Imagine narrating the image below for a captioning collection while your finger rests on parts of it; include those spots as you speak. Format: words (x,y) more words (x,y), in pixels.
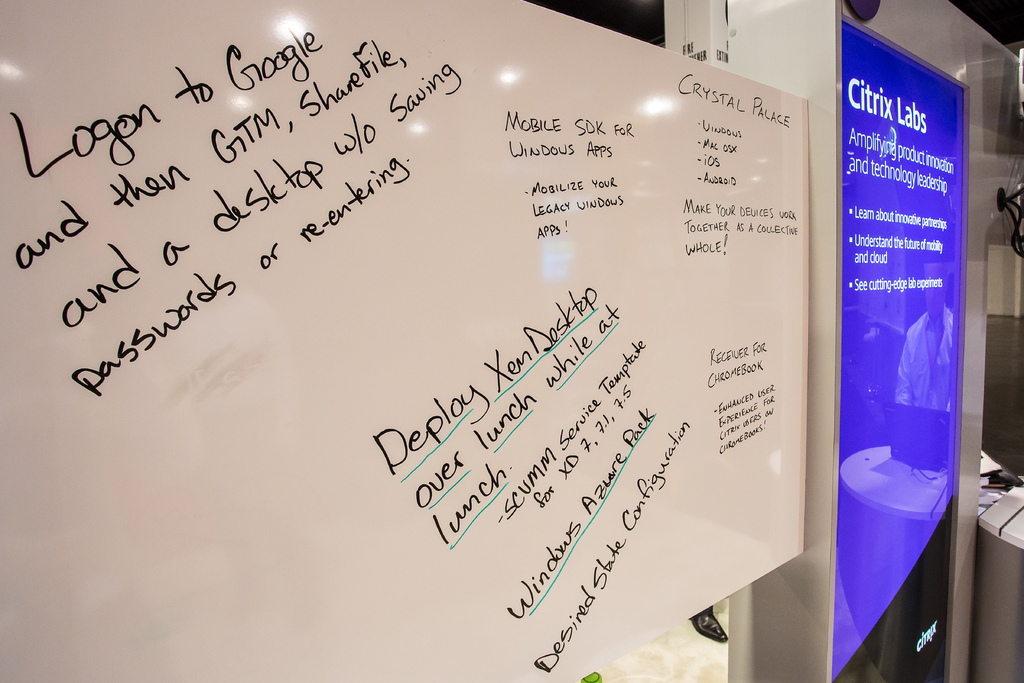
In this image we can see some boards (502,375) with text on it, also we can see the reflection (907,352) of a person (907,352) and a table (880,478), on the table (893,469) we can see a laptop (900,448).
